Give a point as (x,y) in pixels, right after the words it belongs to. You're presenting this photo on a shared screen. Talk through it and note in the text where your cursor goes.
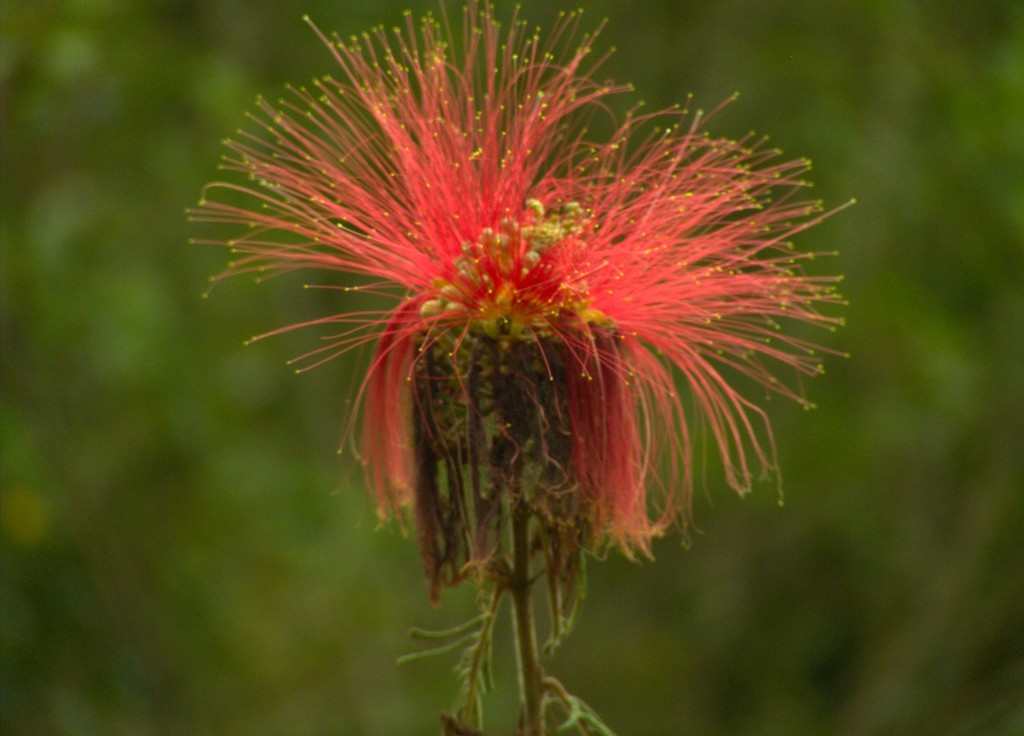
In this image we can see a flower (538,409) on the stem (516,623) of a plant (545,688).
